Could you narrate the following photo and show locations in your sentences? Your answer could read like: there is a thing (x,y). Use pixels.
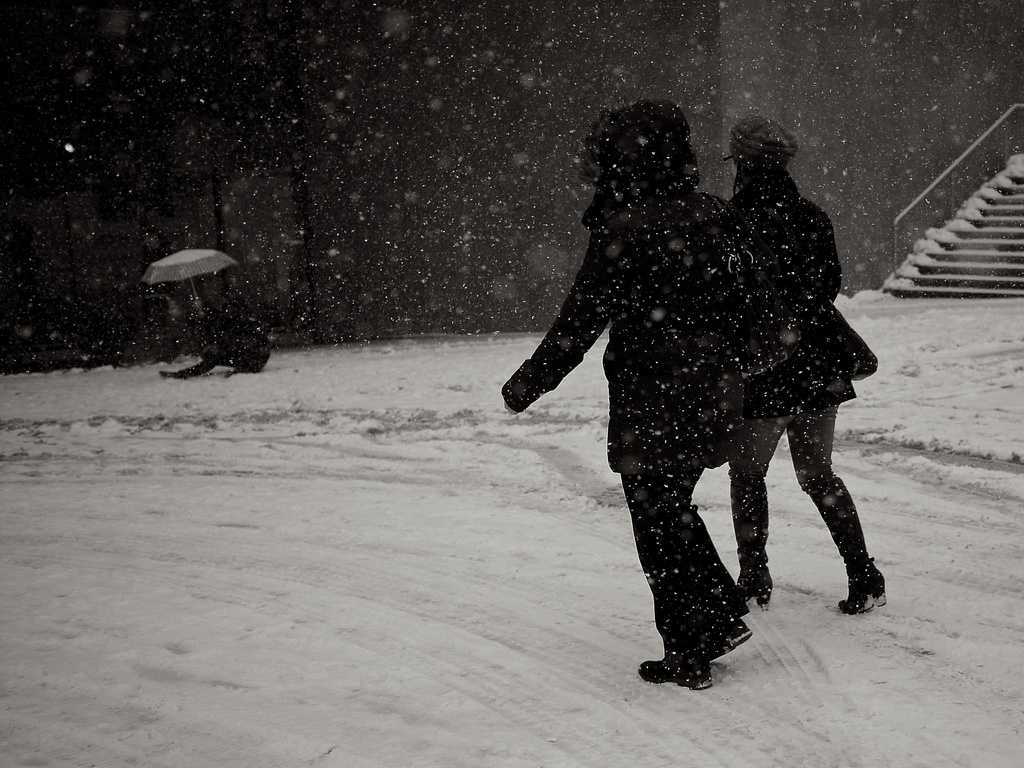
Here people (746,440) are walking in the snow (315,586), here there is an umbrella (199,262), this are stairs (936,234).
